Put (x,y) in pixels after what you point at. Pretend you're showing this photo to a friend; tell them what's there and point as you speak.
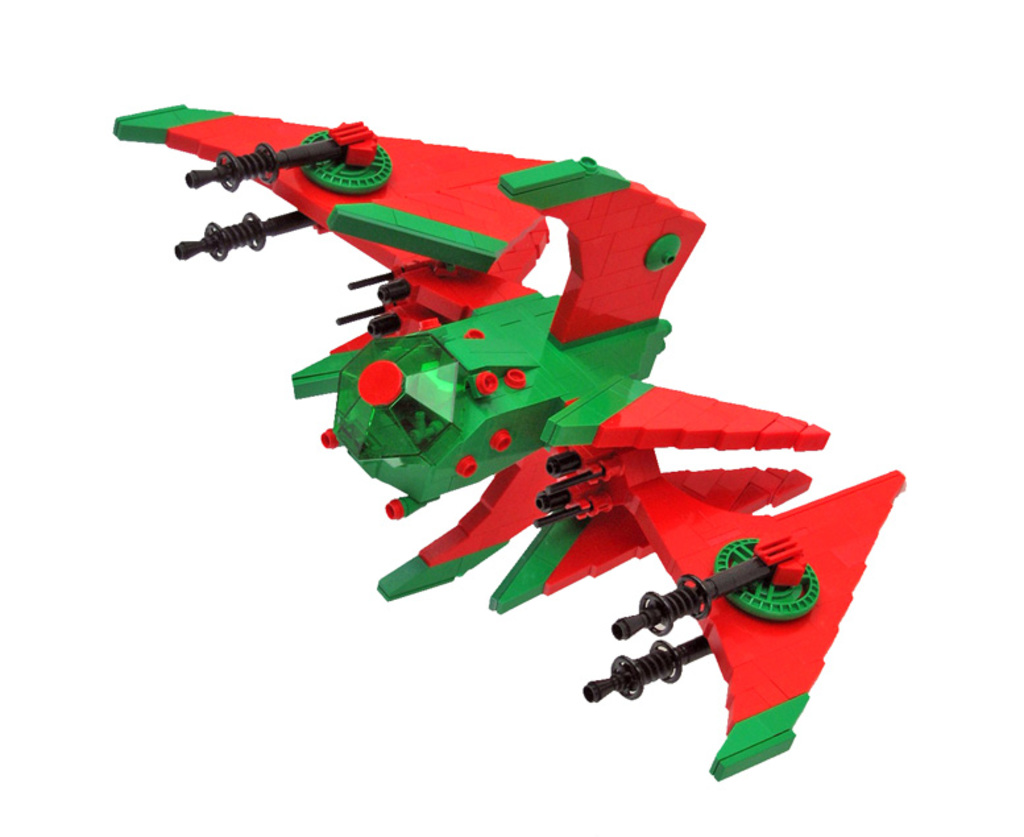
In the image there is a lego toy (534,501) and the background (1003,347) is white in color.
